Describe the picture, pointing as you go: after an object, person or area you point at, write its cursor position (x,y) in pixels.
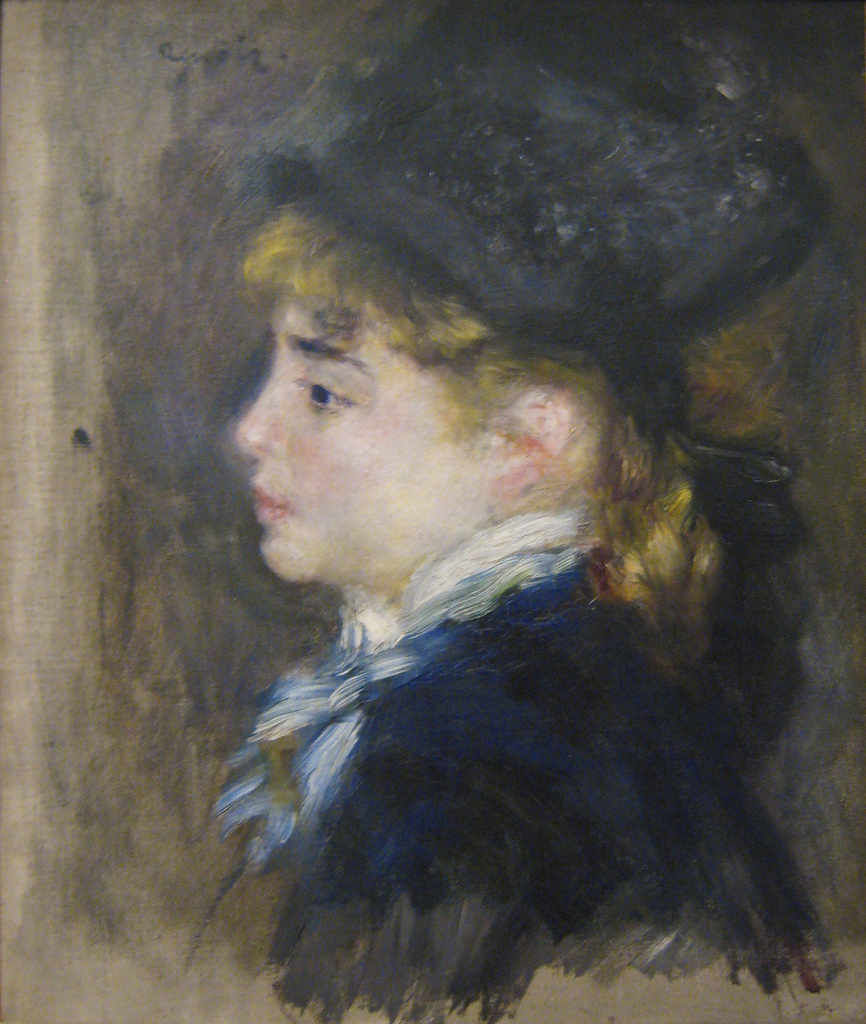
In this image we can see a painting (494,328) of a person (494,349) on an object (122,934) looks like a wooden board (108,932).
